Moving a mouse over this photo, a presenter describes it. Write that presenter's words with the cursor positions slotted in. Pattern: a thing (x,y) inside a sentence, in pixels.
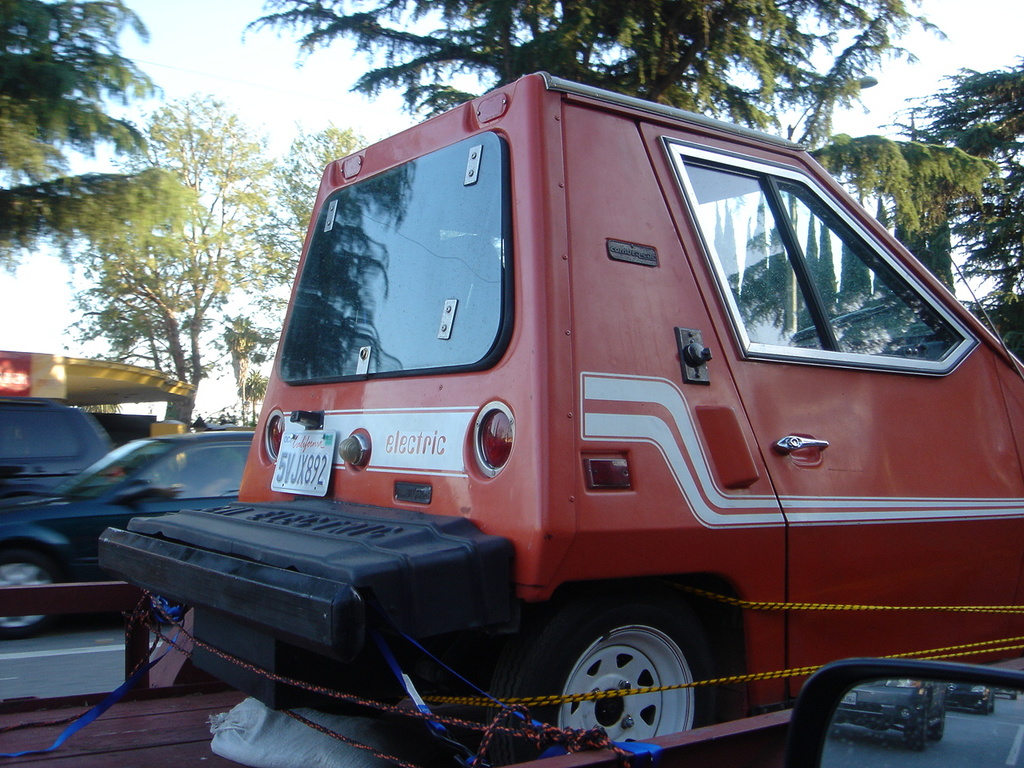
In this image there are vehicles (222,662) on the road (43,678), and at the background (696,46) there are trees (26,20), sky (260,81).
